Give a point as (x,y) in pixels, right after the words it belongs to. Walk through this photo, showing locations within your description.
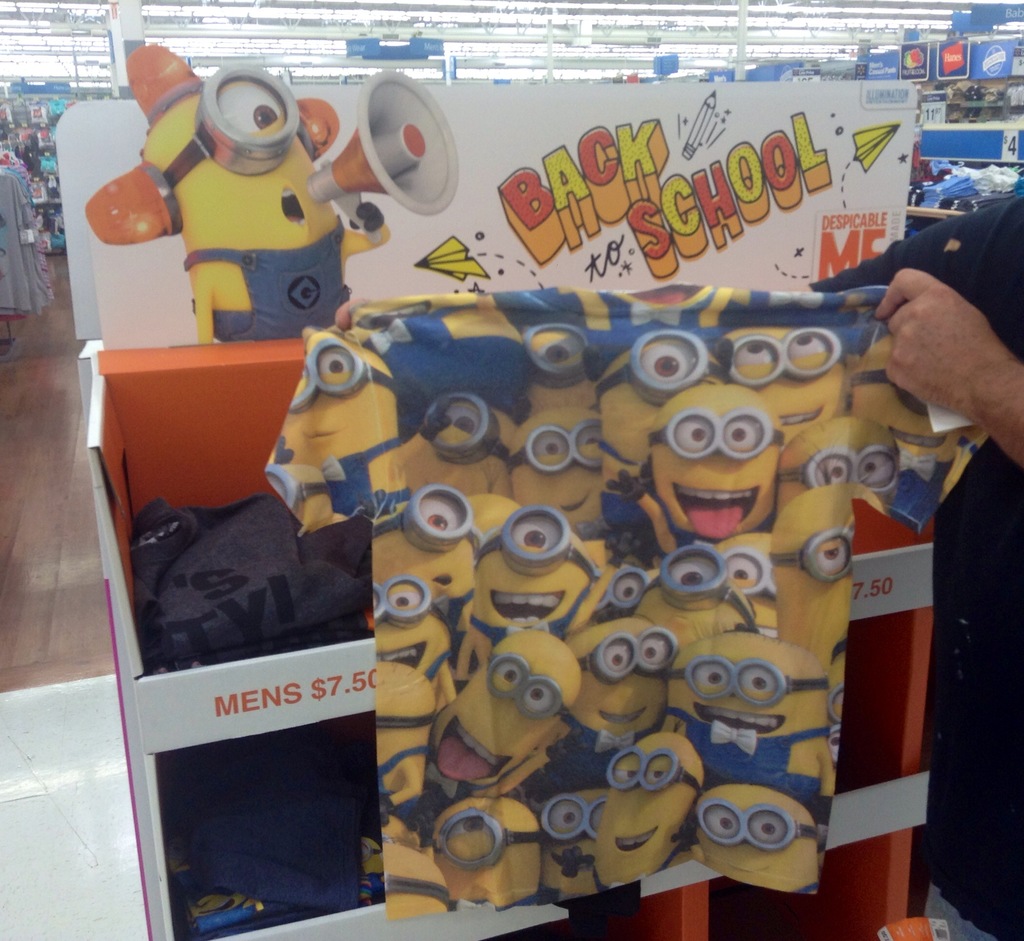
In this image, we can see a person (931,270) holding a shirt (486,422) and in the background (96,241), there are clothes (287,828) and some boards (568,96). At the top (341,79), there is roof (502,38).
